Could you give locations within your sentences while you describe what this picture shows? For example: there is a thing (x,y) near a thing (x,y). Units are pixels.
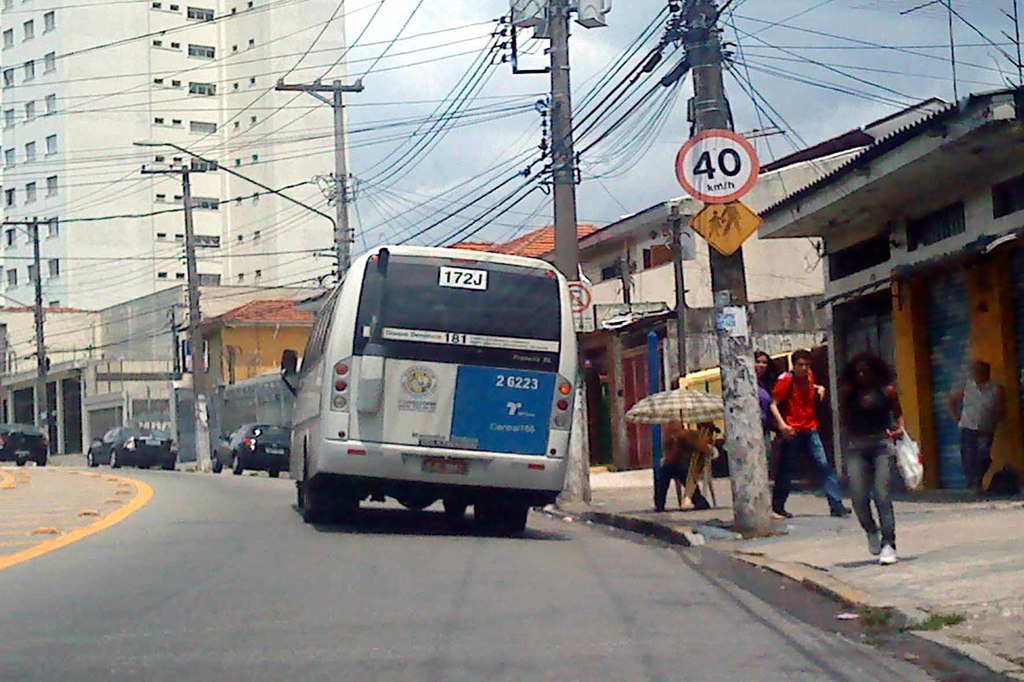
In this picture I can see there is a bus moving on the road (973,677) and there are few other cars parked on the road (172,668) and there are few buildings (280,244) and electric poles (561,80) with cables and the sky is cloudy.
